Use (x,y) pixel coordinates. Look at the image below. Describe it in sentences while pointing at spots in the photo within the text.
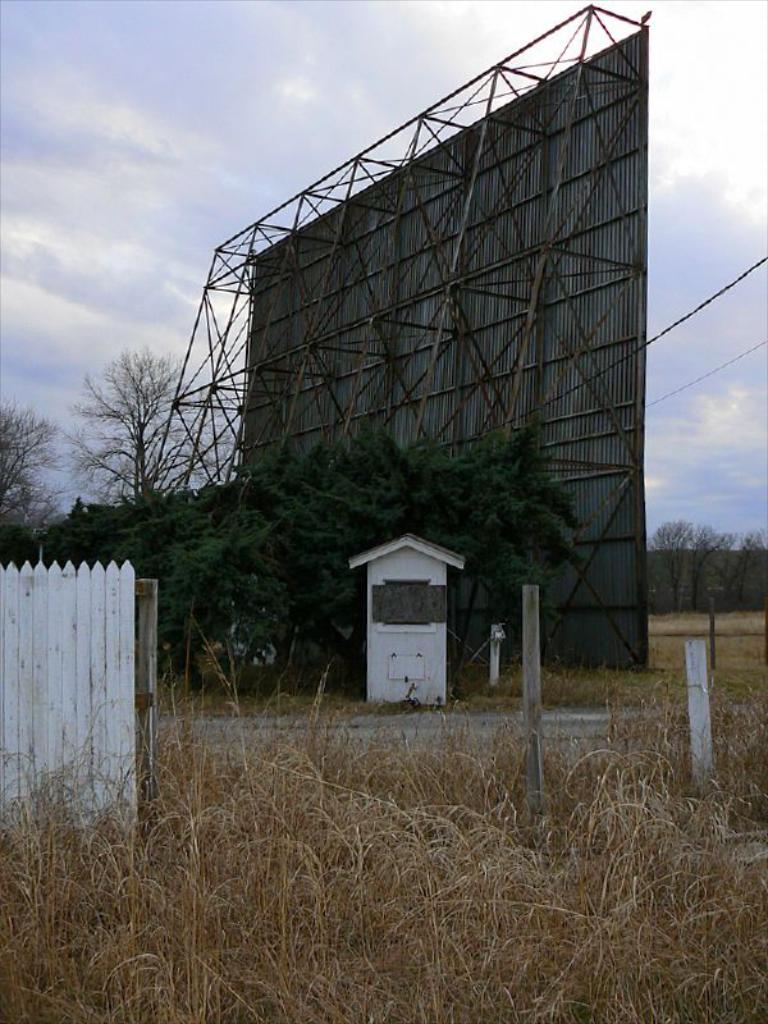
In this image we can see a metal frame (535,155) with a banner (465,437) and a house (406,544) with a roof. We can also see some poles (540,779), plants (678,861), a fence (132,774), a group of trees (256,604), a wire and the sky (675,385) which looks cloudy.
